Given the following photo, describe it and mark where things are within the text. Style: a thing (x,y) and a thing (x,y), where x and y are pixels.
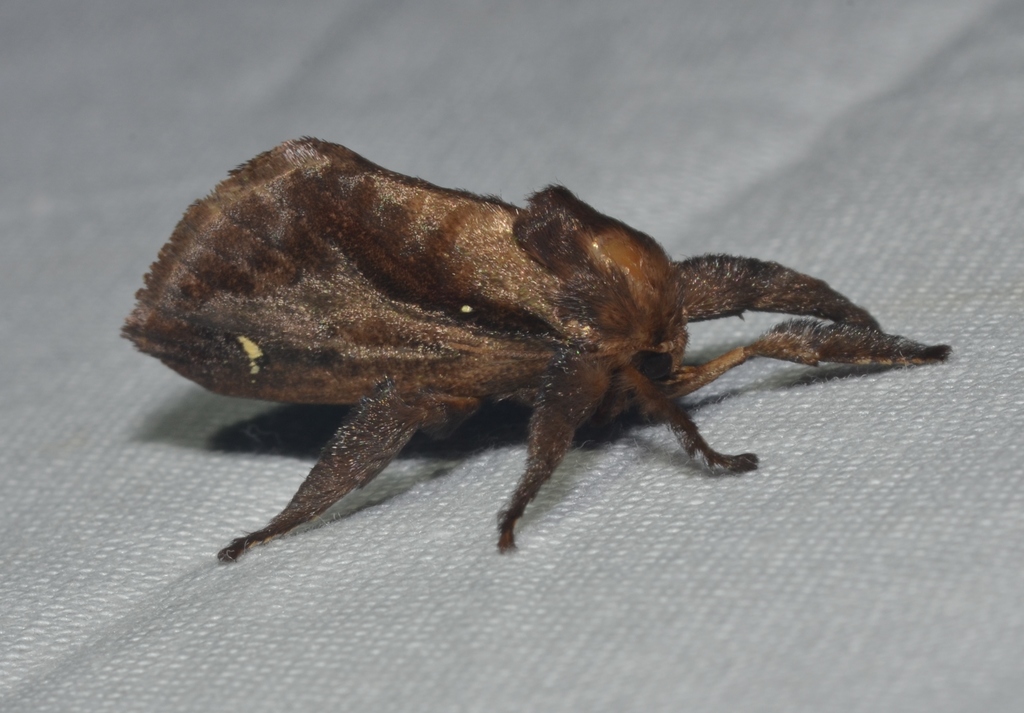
In this image we can see an insect (418,375) on a cloth (794,437).
